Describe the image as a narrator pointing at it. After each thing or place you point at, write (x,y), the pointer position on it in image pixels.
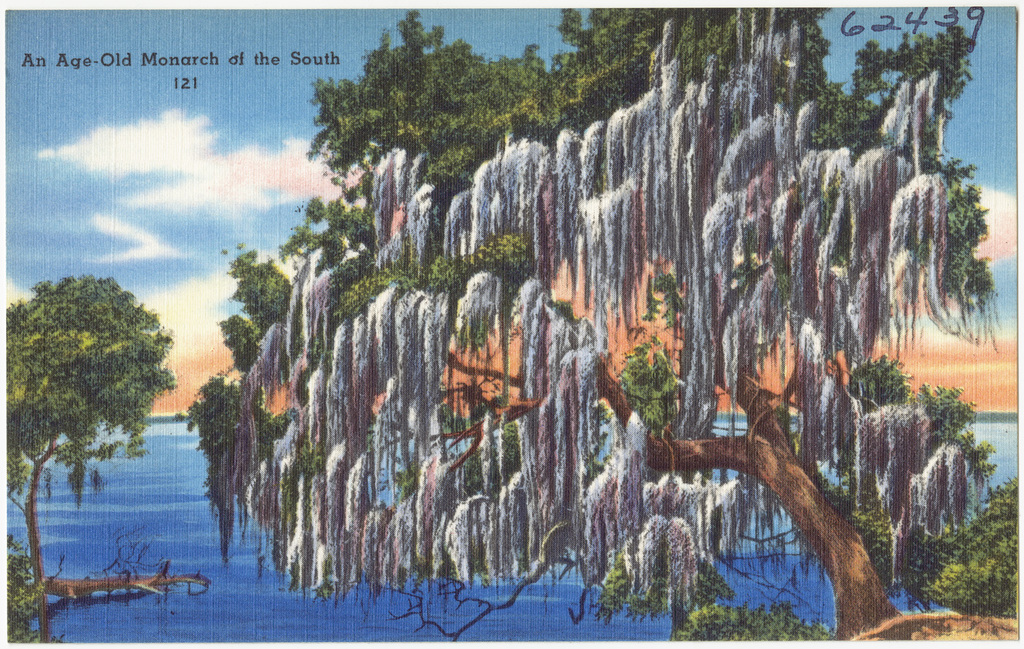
In this image, we can see a photo. In this photo, we can see the trees (527,519), water (443,597) and sky (244,217). At the top of the image (113,65), we can see text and numbers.
